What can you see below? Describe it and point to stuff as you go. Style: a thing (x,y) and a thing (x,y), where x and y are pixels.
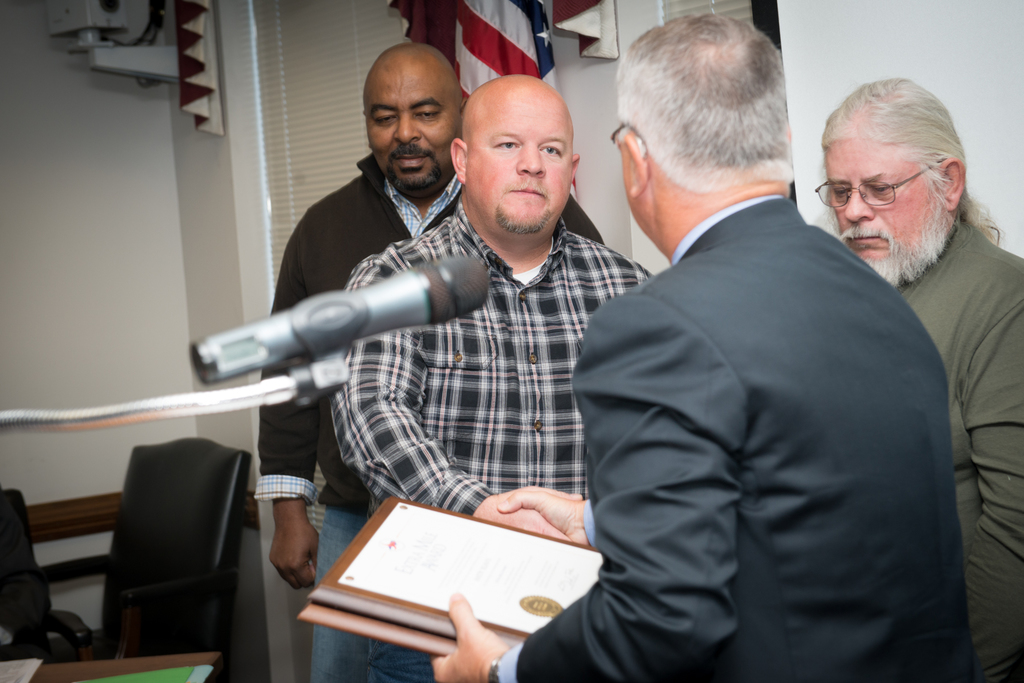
There are many people (524,218) standing. In the front (738,494) person (639,491) is holding some plaques (452,587). Also there is a mic (255,334) and mic stand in the front (206,403). In the background (146,510) there is a chair (151,569), table (137,661), wall (65,245), curtain (449,46) and a flag (465,34).
